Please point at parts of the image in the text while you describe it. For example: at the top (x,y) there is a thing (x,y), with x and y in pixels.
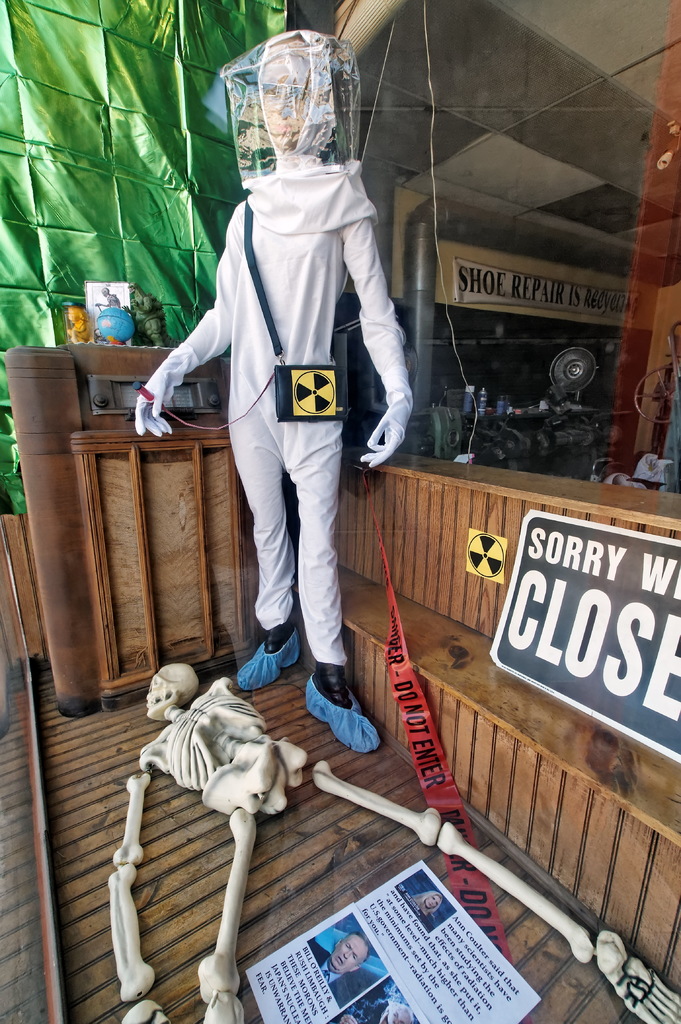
There is a skeleton (262,804) on the floor (301,805) at the bottom side of the image (440,841), it seems like an alien (272,459) in the center (275,524). We can see posts (527,570), table fan (568,369), globe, wooden railing (491,527), green color curtain (168,233) and other items (342,399) in the image.
